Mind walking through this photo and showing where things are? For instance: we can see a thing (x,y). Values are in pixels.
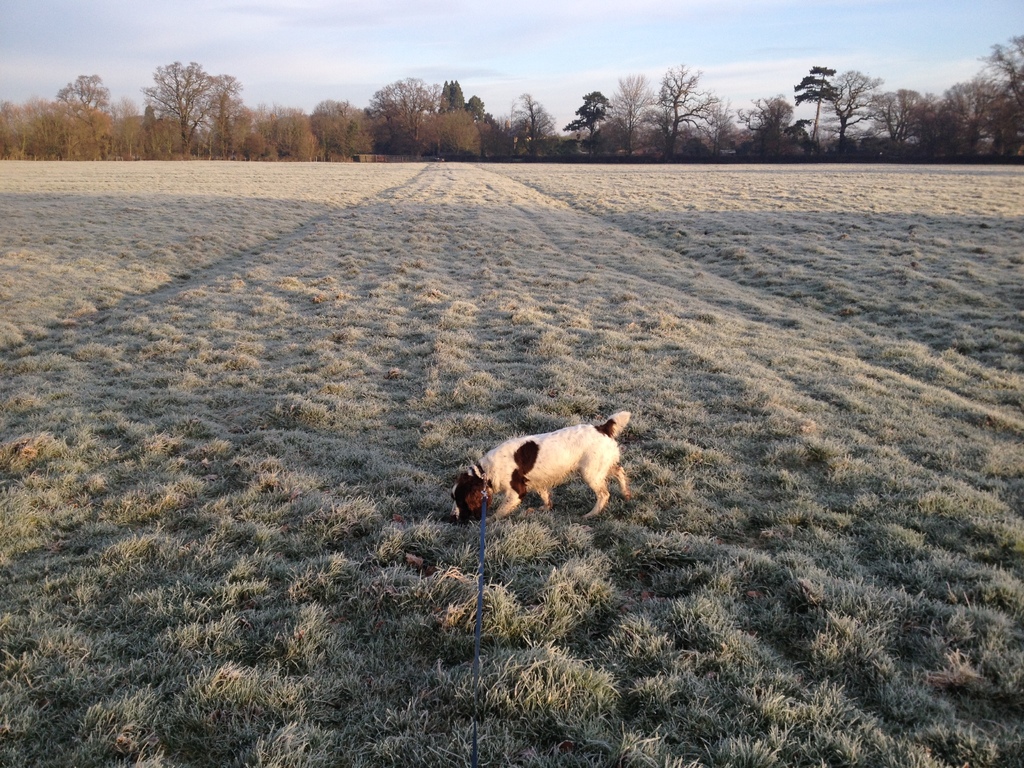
In this picture we can see a dog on the ground (660,505), with a belt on it and in the background (472,285) we can see grass (176,364), trees (48,110), sky (317,33).
